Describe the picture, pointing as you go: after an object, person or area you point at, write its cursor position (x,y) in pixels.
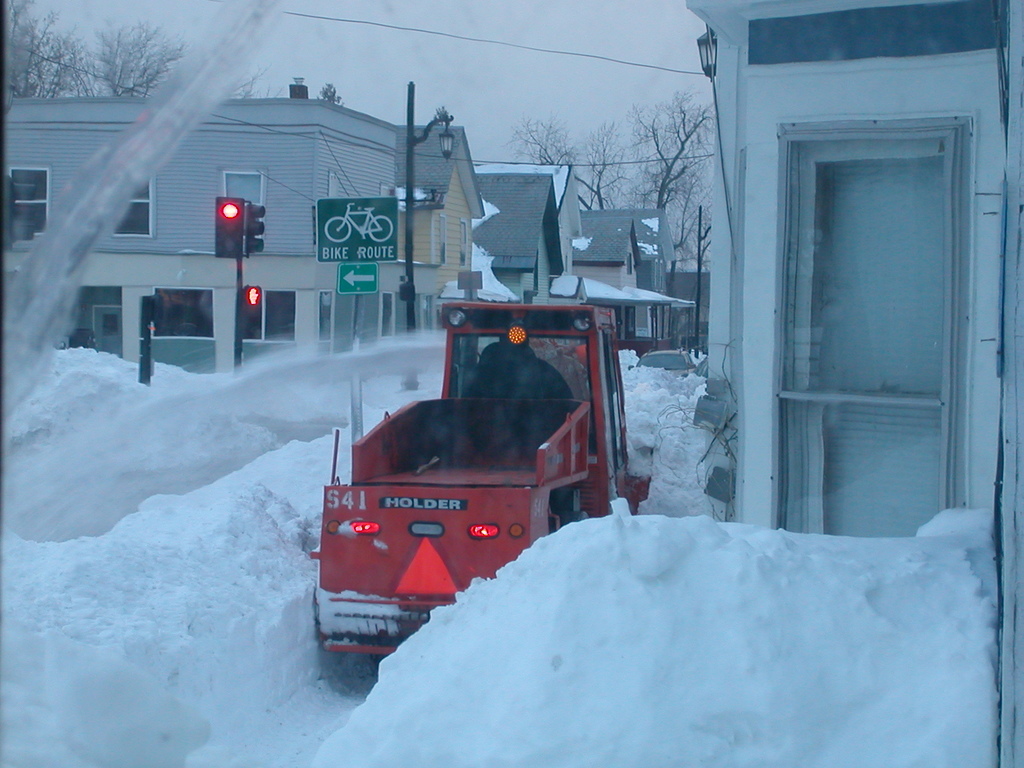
In the picture we can see the snow surface (364,757) and a snow removal vehicle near it and beside it, we can see a part of the house (794,508) with a window (778,429) and glass (911,194) to it and opposite side, we can see some houses (46,185) with windows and near it, we can see a pole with traffic light (226,244) and a pole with a board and beside the houses (636,275) we can see some trees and the sky (464,17) in the background (597,204).
